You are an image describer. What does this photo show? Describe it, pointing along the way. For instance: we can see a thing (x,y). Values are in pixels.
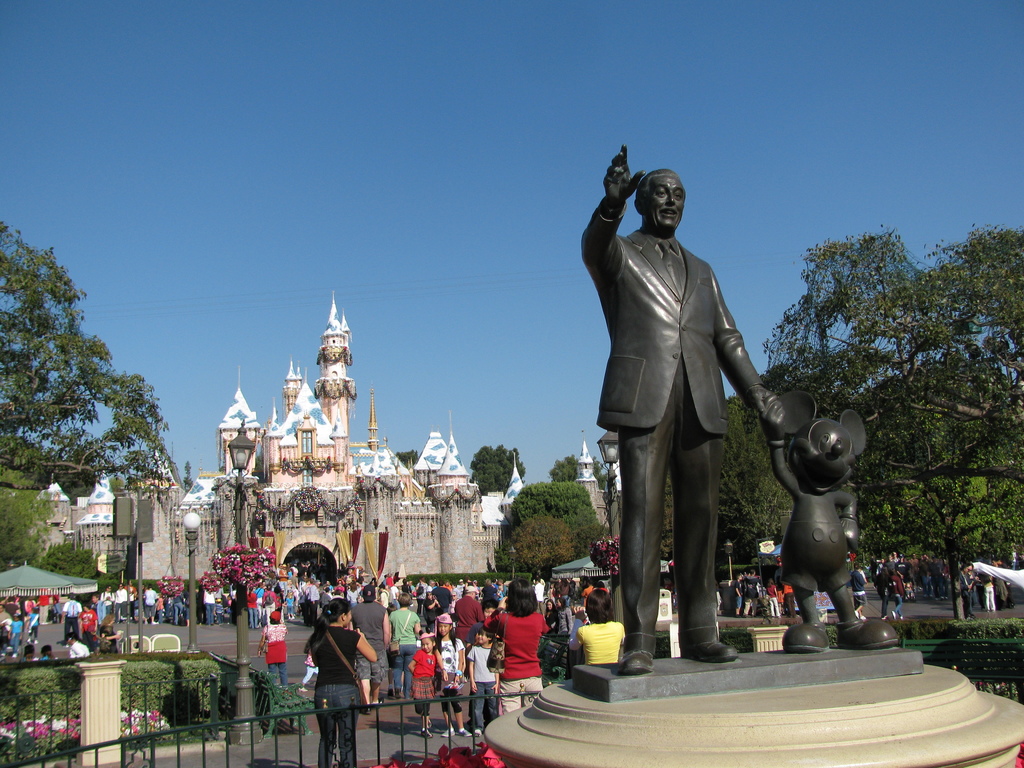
In this image I can see few trees (744,525), black color statues (833,484), fencing (212,696), buildings (267,434), light poles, tents (64,578), few colorful flowers (211,585) and few people (350,643) around. The sky (386,211) is in blue color.
